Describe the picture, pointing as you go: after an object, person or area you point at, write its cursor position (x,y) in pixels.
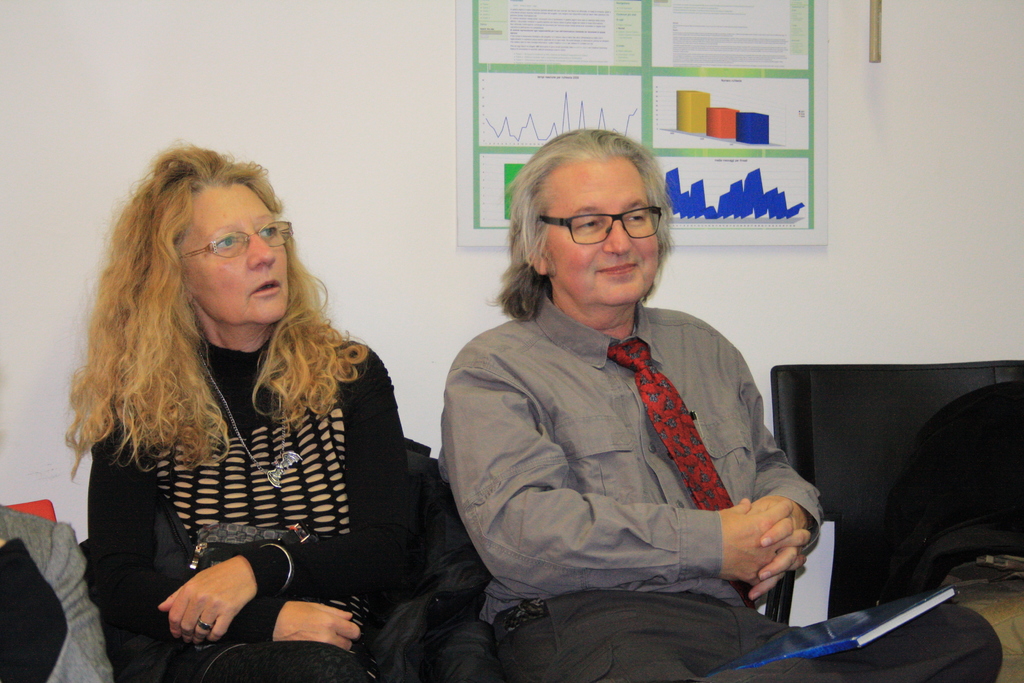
In the picture we can see some persons (509,490) sitting on chairs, there is a chair (994,376) on right side of the picture (1013,379) and in the background of the picture (719,317) there is a wall (376,150) to which some chart (546,66) is attached.
